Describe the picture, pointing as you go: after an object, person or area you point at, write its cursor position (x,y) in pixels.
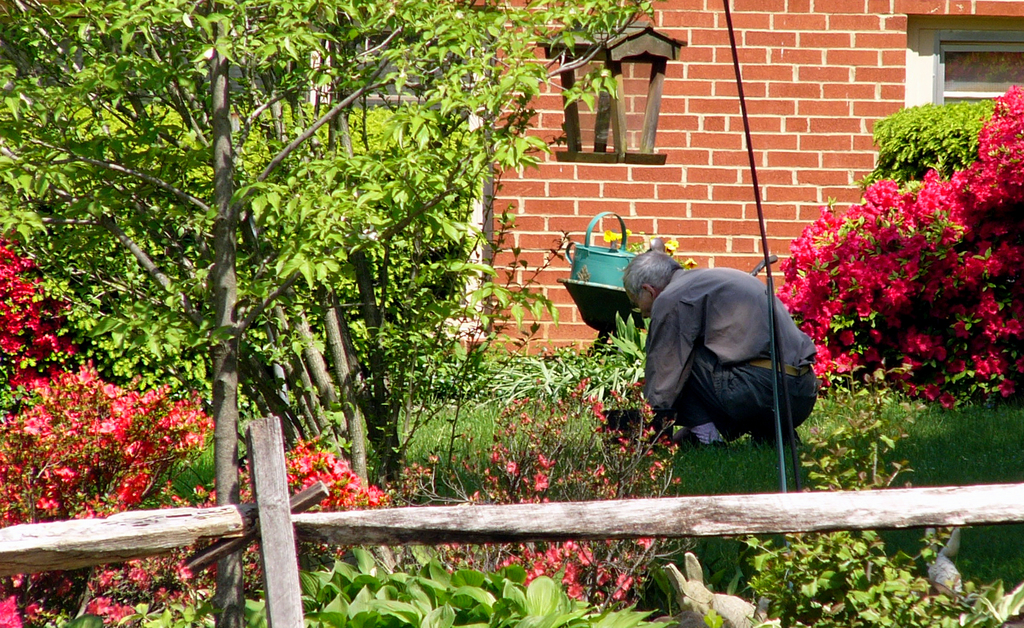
In the foreground of this image (363,80), there are plants (577,361), trees (361,443), railing (824,499), flowers (886,251) and a man (750,419) on the grass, a lamp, and a wall (787,100).
